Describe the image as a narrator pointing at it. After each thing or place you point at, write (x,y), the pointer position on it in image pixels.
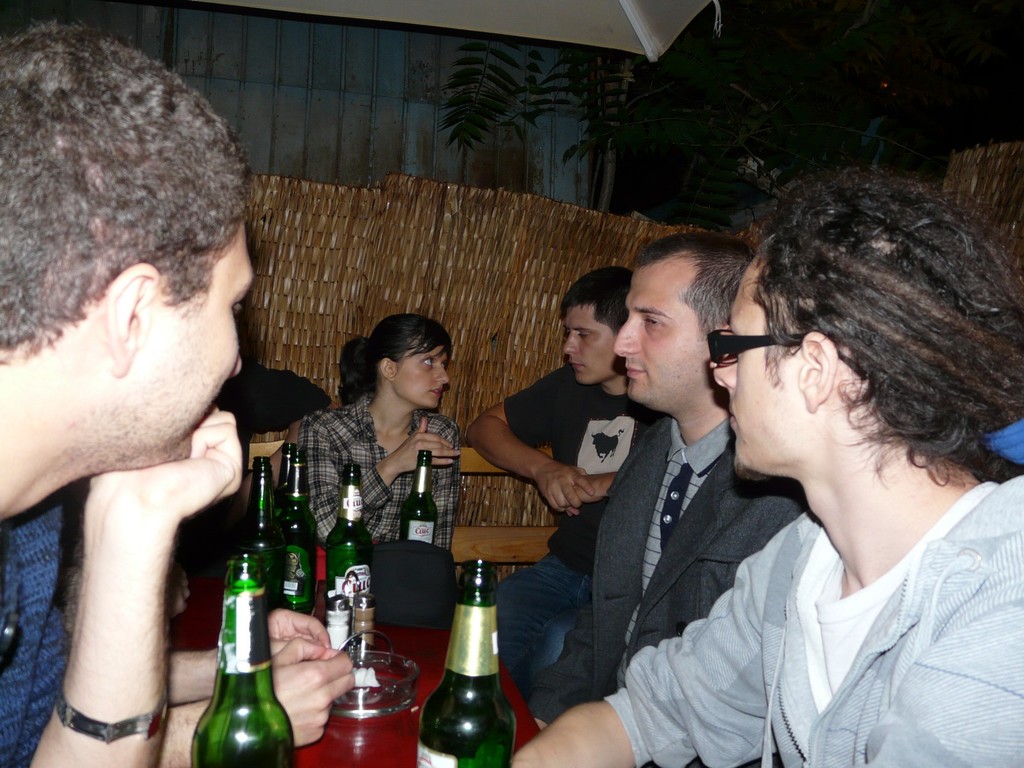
In this image I can see few persons (739,529) are sitting in front of a red colored table (348,732) and on the table (345,729) I can see few bottles (497,692). In the background (329,285) I can see the wall (336,279) which is made of wooden sheet (468,257), a white colored tent (609,26) and few trees (691,56).
